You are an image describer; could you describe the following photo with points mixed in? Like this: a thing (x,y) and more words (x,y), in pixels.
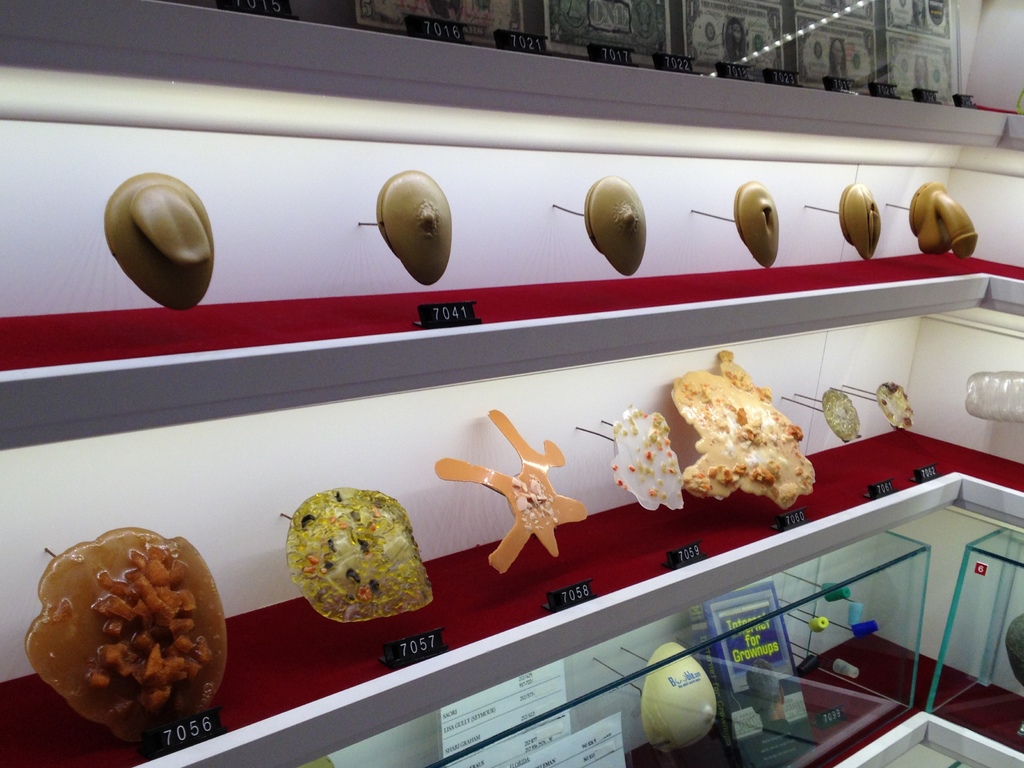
There are some objects (843,403) arranged on the shelves (904,444) which are covered with glass (786,575). Above them, there is white color wall (983,40).
